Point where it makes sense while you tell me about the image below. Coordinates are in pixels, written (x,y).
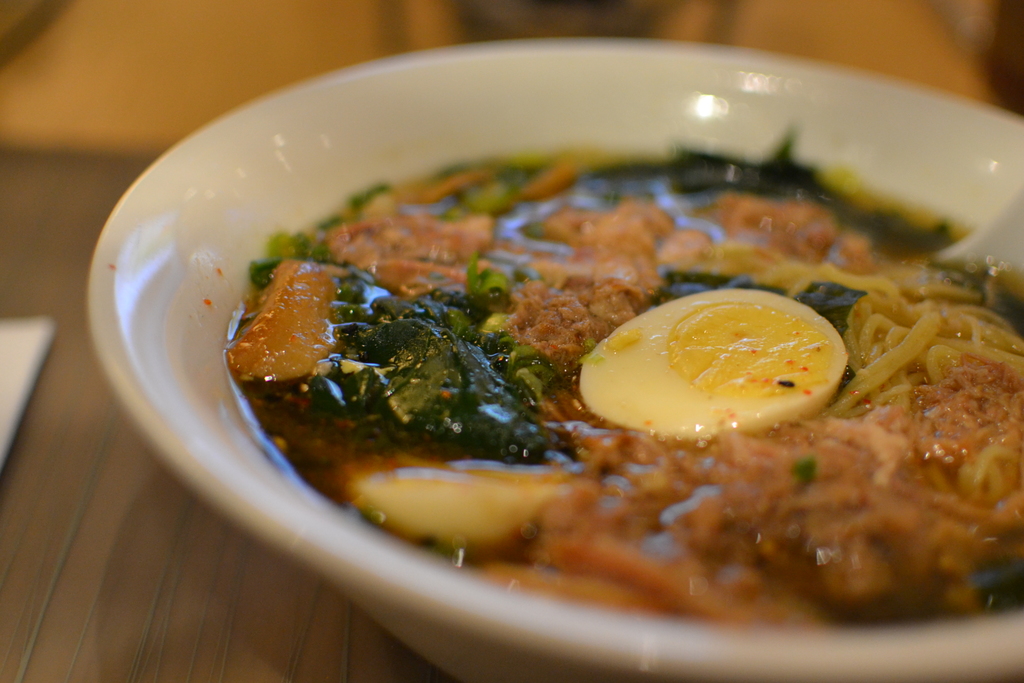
This picture contains a white bowl (292,471). The bowl (127,280) containing food (690,365) is placed on the brown table (190,557). In the background (481,26), it is blurred.
